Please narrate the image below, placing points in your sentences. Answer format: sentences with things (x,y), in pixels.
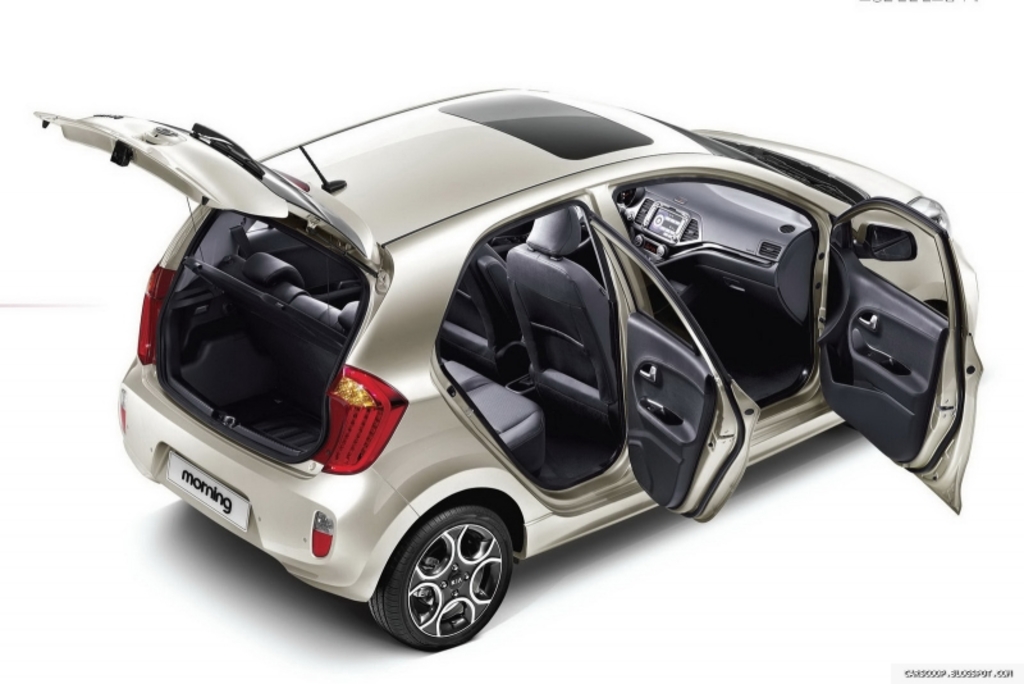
This is a 5 seater car (847,286). All its doors (853,275) are open. At the back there is a white registration plate (169,469) on which ''morning'' is written. There is a white background (994,72).
